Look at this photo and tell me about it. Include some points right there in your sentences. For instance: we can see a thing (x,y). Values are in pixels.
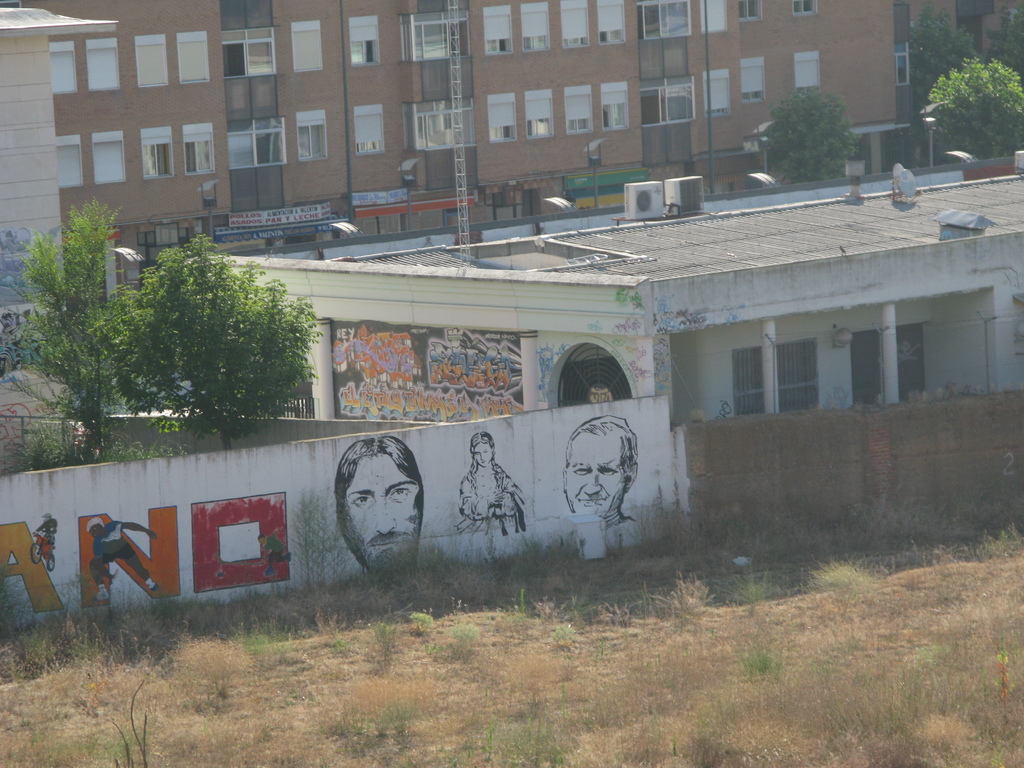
This picture is clicked outside. In the foreground (687,719) we can see the dry grass (607,631) and we can see the pictures (404,495) of persons (467,504) and the text (158,559) on the walls (381,472). On the right (852,281) we can see the buildings (789,15) and metal rods (712,162). On the left (118,325) we can see the trees (181,333) and some other objects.
